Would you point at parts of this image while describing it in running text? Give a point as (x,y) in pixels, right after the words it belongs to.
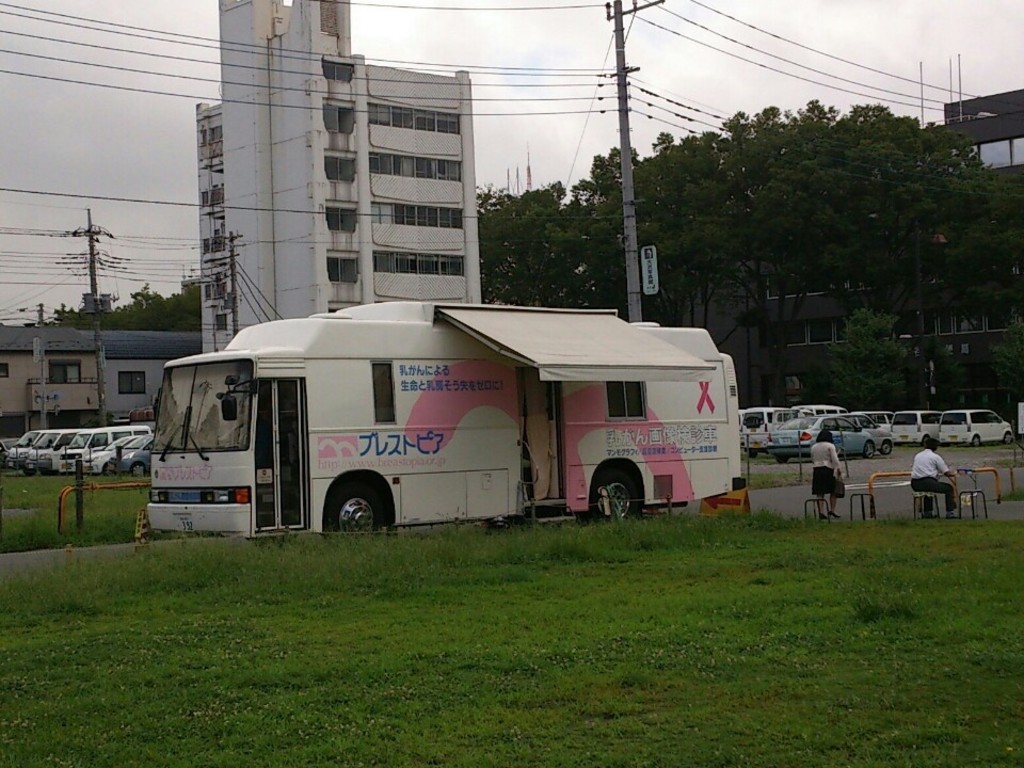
In this picture we can see vehicles (400,396) on the ground (608,521), trees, buildings (77,363) with windows (817,333), grass (843,732), poles (629,271) and two persons (925,451) and in the background (56,145) we can see the sky (781,97).
